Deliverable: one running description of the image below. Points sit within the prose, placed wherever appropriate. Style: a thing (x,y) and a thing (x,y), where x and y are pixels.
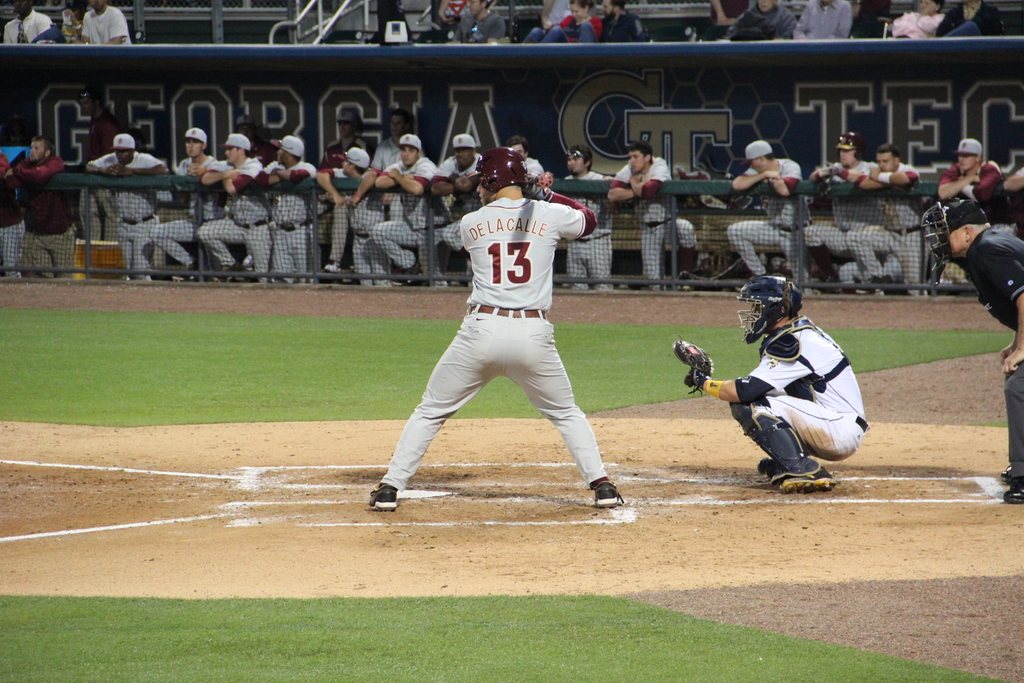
In a ground (541,429) there are players (466,349) playing baseball game and behind them there is a fence (139,178), behind the fence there are some other players (353,200). There is a banner (967,105) and behind the banner (855,90) there are spectators (559,24) watching the game.
